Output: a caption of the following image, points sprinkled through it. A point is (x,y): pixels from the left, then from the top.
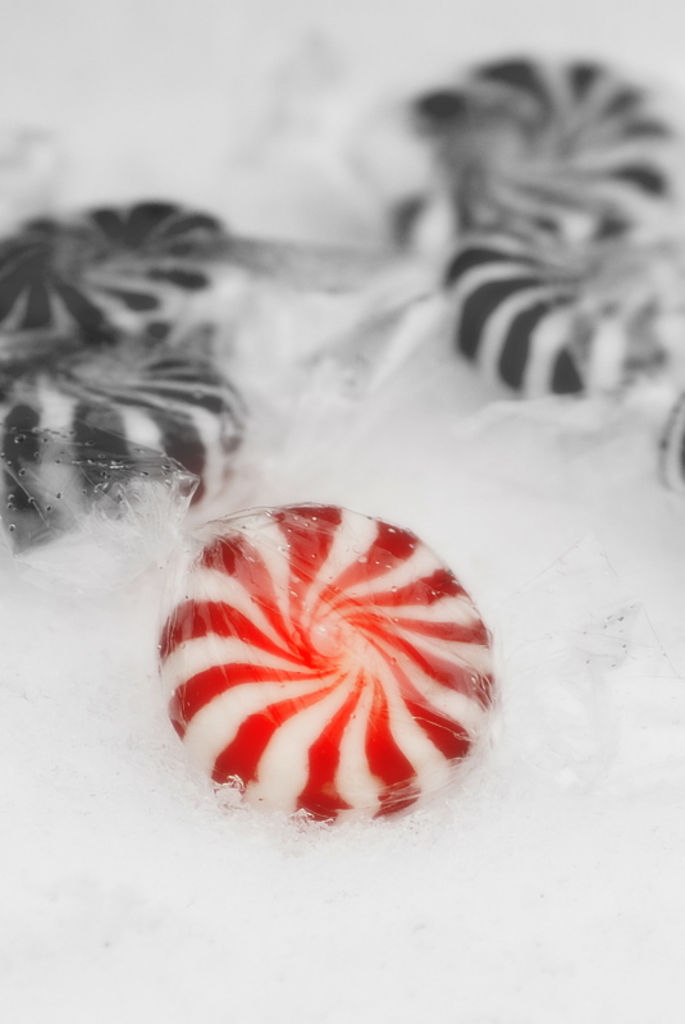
In this picture there is a red and white color candy (321,603) in the foreground (322,805). At the back (102,415) there is a black and white color candies (138,469). At the bottom (206,969) there is a white color object (401,866).
